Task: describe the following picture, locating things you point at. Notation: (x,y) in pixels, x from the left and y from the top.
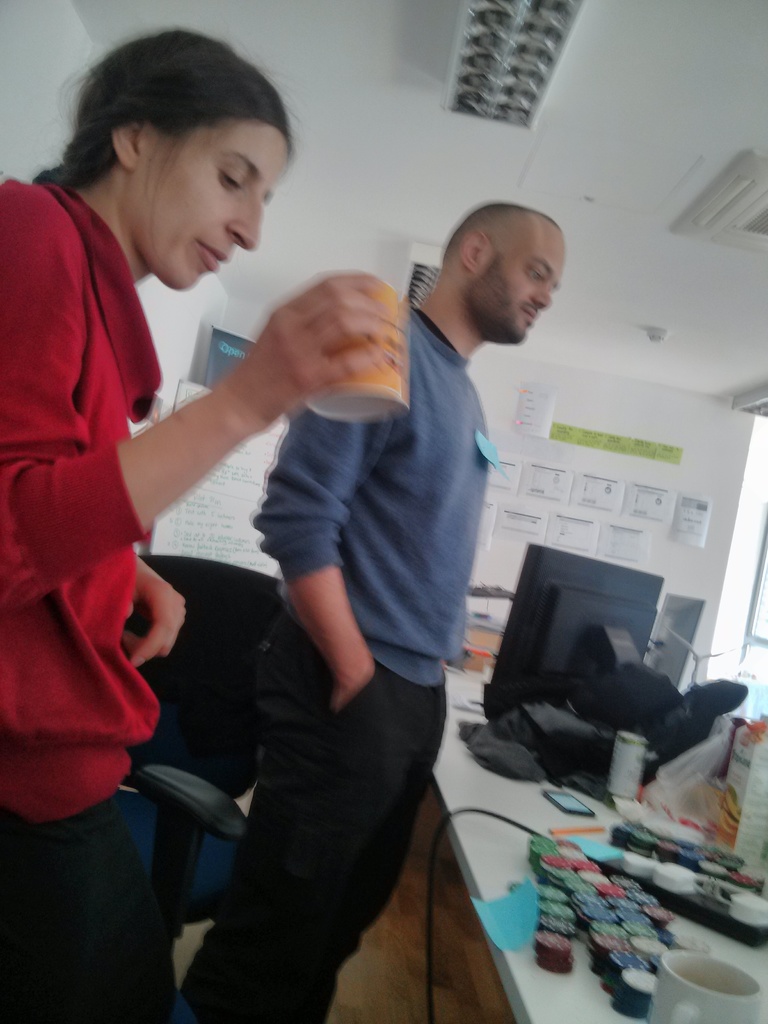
In the image we can see there are people (308,527) standing and a woman (325,342) is holding mug (368,391) in her hand (358,350). There are coins (610,912), coffee mug (729,964), phone (578,801), monitor (563,642) and box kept on the table (598,818). There are paper sheets (601,502) attached on the wall (547,508) and there are lights (544,22) on the top (519,79). There is a chair (149,799) kept on the floor (421,815).
